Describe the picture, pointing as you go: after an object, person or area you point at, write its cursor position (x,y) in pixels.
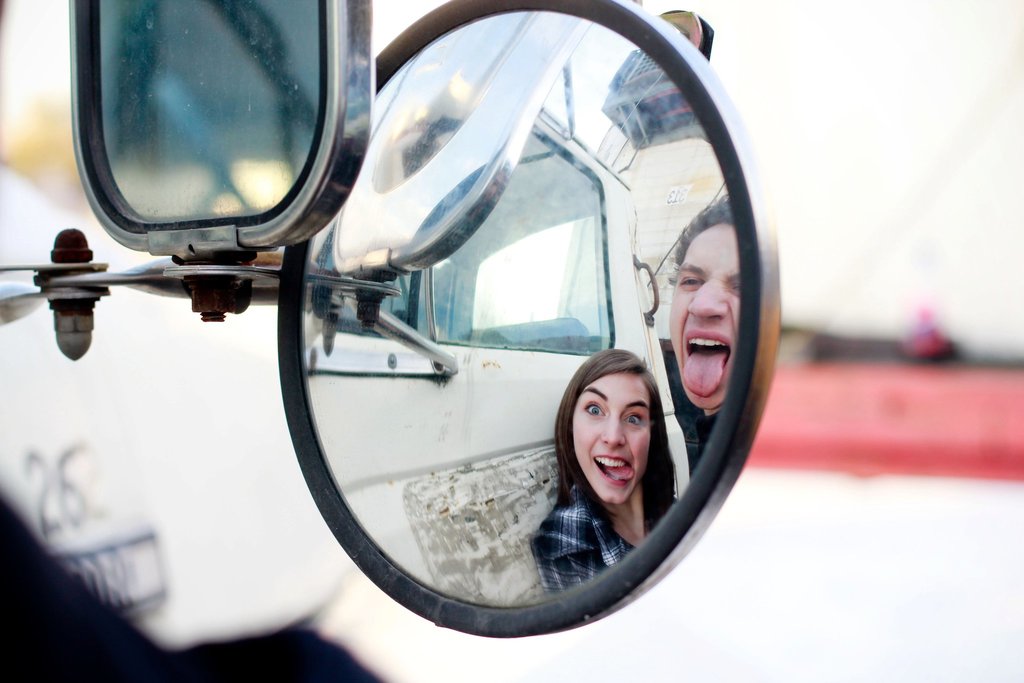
In this image, there are two mirrors (295,302). I can see the reflection (500,465) of a vehicle (497,488) and two people (675,343) in one of the mirror (358,420). The background (904,29) looks blurry.
